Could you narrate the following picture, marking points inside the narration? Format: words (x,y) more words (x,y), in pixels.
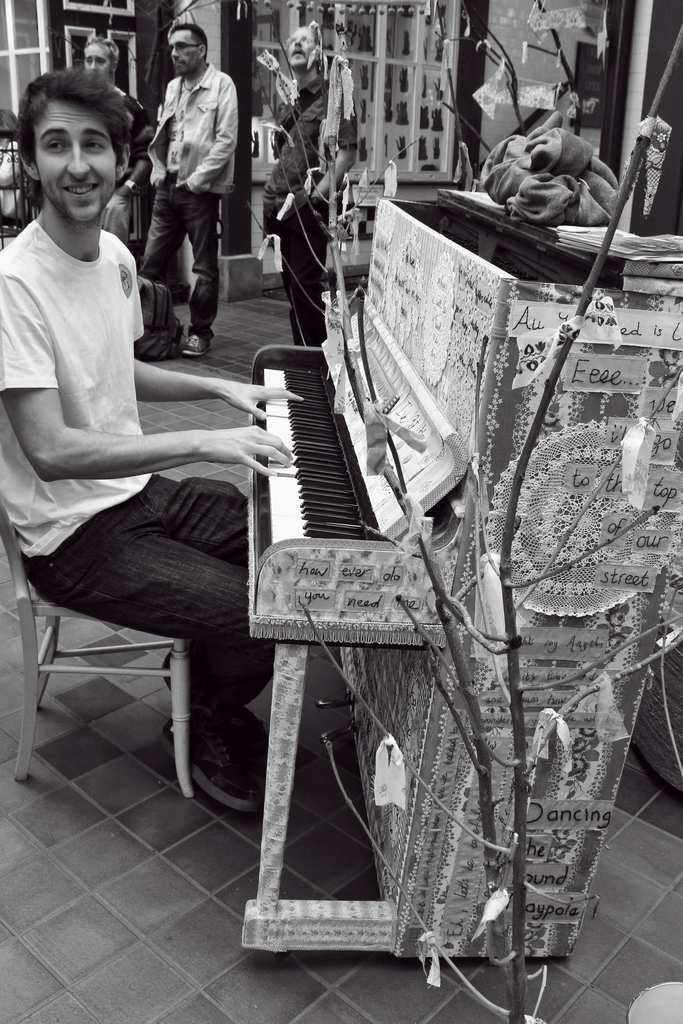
There is a group of people (288,191). On the left (97,440) we have a person (94,337). He is playing a musical keyboard (441,389). The remaining persons (302,271) are standing. We can see the background (364,239) there is a cupboard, wall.
